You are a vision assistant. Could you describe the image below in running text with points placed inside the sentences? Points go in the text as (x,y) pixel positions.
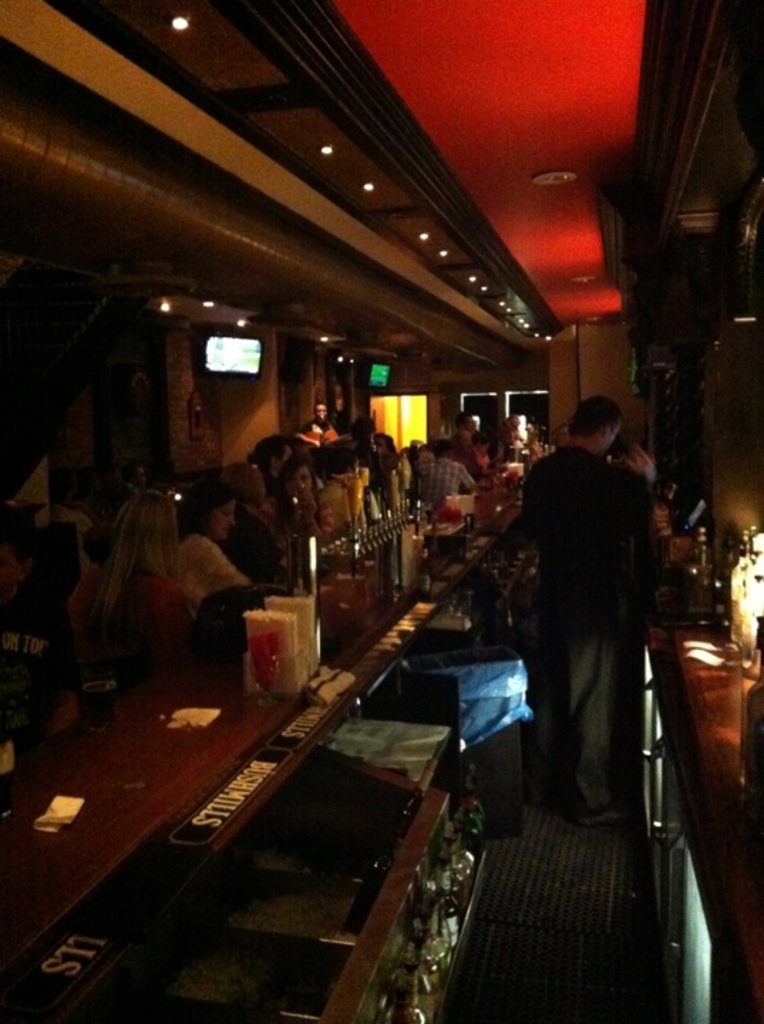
This is the picture of a place where we have some people (108,657) sitting around the tables (168,792) on which there are some things (211,816) placed and also we can see some screen (238,356) and some lights (350,360) to the roof (322,153).
